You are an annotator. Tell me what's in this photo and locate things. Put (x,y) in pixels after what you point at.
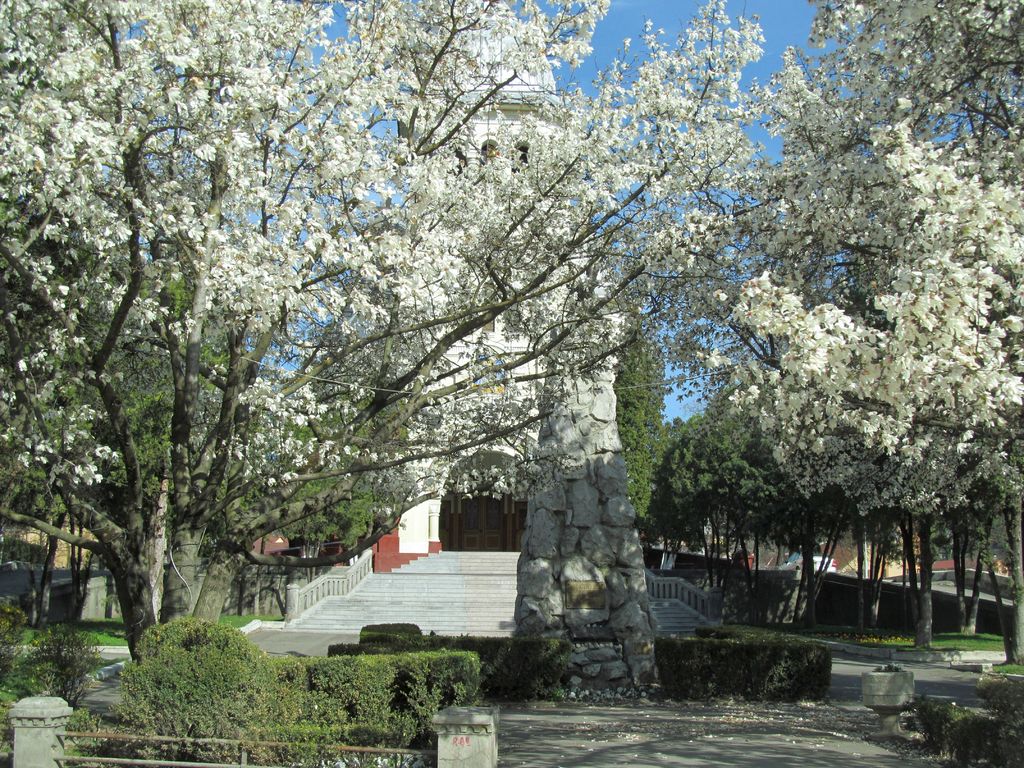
In this image I can see a tower (497,112), in front of the tower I can see trees (267,57) on trees (532,250) I can see white color flowers (513,286) and I can see bushes (193,745) and staircase (422,616) visible in the middle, at the top (628,21) I can see the sky (668,21).
